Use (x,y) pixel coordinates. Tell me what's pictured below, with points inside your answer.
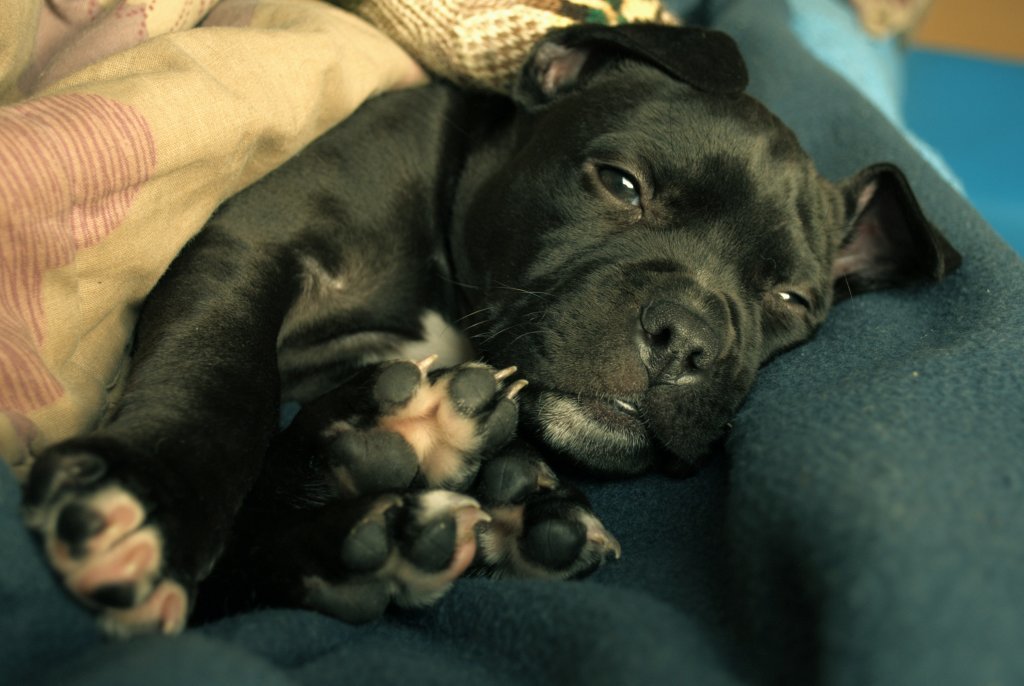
In this picture we can see a dog (553,297) laying on the cloth (809,556).
